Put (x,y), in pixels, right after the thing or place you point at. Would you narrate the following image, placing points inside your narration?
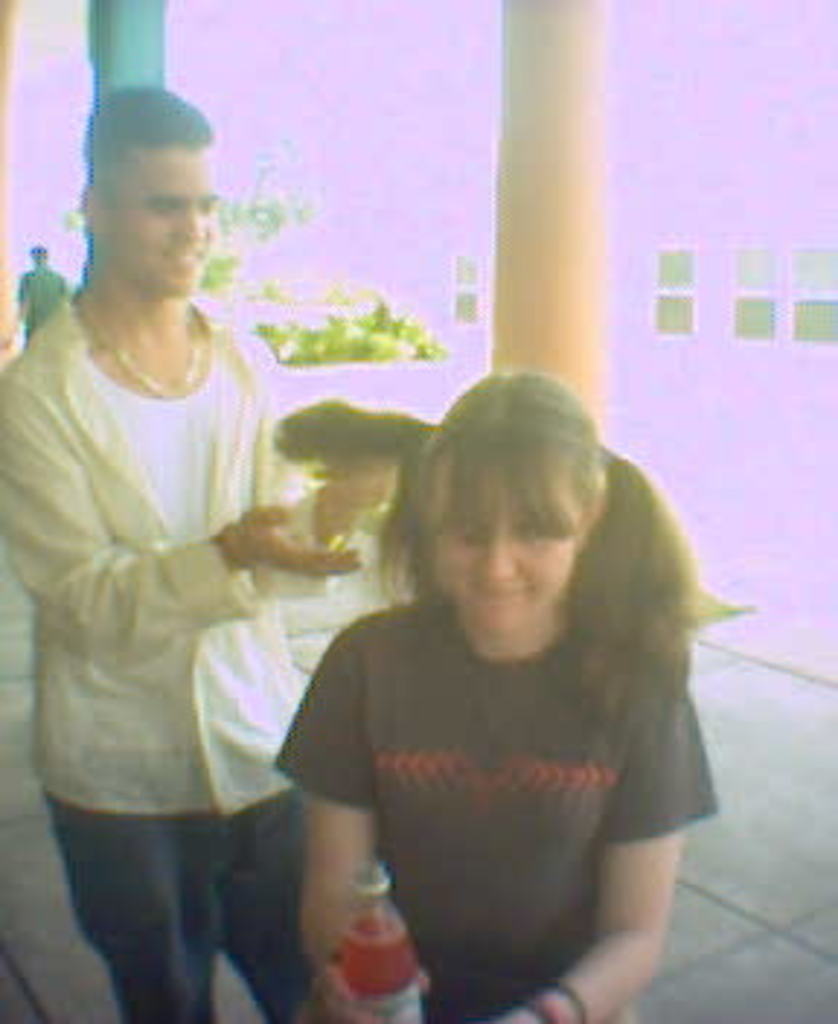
In this image I see a man (292,938) and a woman (302,768) and I see that this man (117,285) is smiling. In the background (223,283) I see the pillar (512,352) and plants (356,325).
